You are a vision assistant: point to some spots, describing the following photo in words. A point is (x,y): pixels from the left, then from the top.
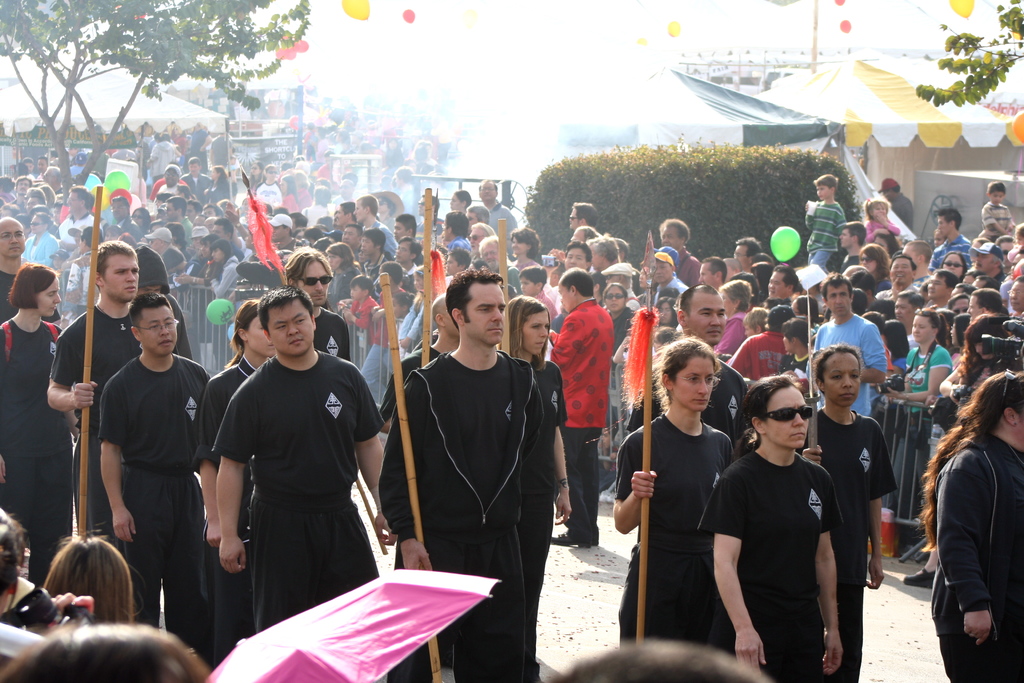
In this image there few people (338,470) wearing black dress (228,409) and holding sticks (82,410) in their hands (640,477) and walking on a road (899,573), on either side of the road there are railings (616,376) and people (108,591) standing behind them and there are trees (929,87) and tents (848,102).
